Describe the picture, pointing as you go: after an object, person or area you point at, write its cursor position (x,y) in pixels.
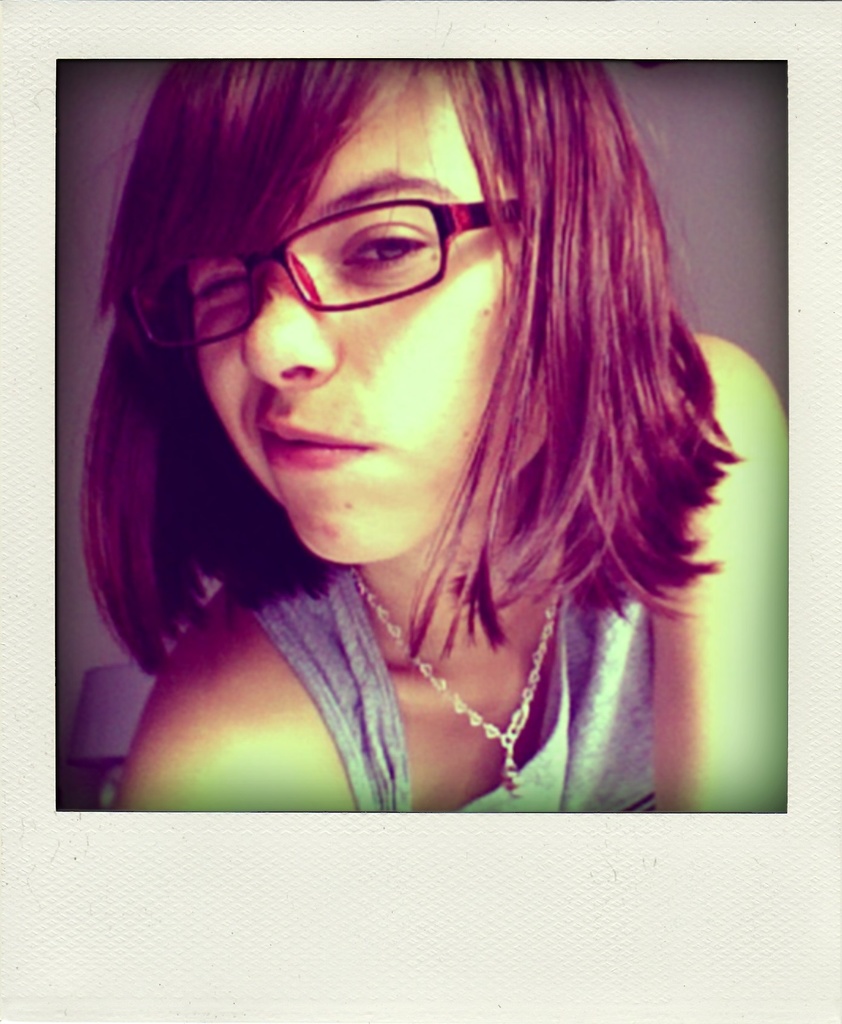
In this image we can see a woman (460,571) wearing the spectacles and the background (778,384), it looks like the wall (772,228).
